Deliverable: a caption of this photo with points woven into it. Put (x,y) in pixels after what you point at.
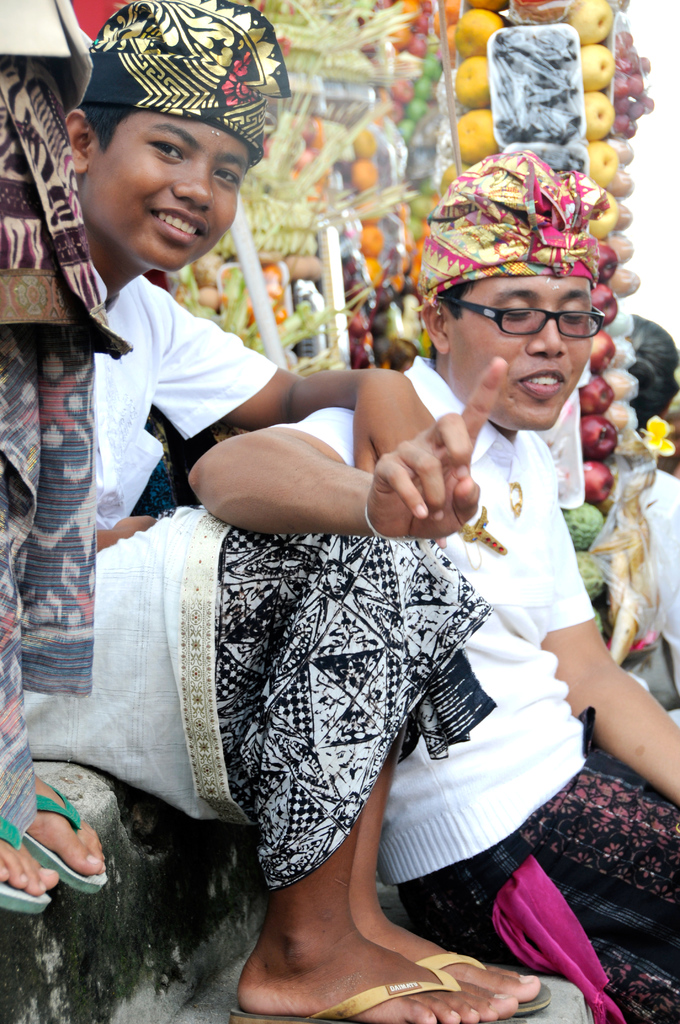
In this image I can see people (461,337), fruits (594,53) and objects (344,184). Among these people (476,442) two people (476,442) are sitting and one person (459,405) wore spectacles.
